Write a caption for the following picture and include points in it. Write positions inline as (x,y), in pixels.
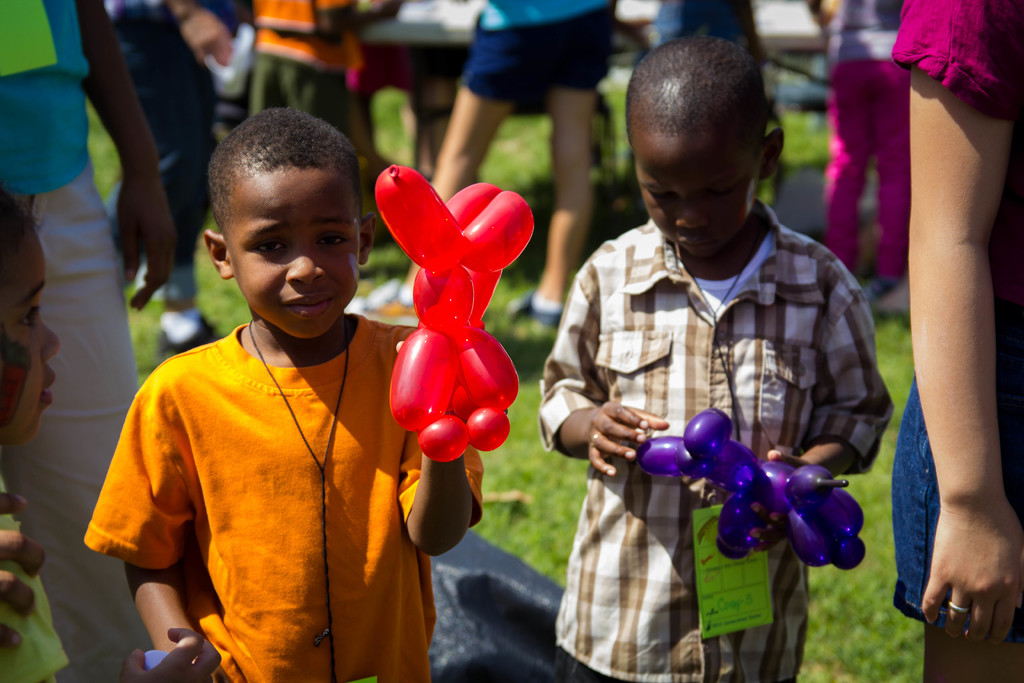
In this image we can see a few people (804,239), two kids (804,239) are holding balloons (483,393), also we can see the grass (612,171), and the background (536,37) is blurred.
